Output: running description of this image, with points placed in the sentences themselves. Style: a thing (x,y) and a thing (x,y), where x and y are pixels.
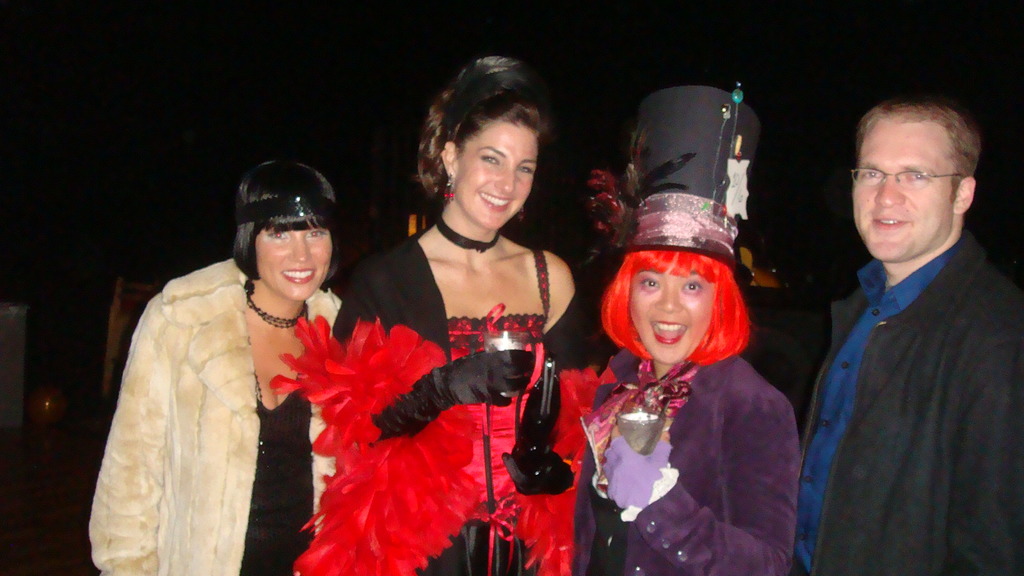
In this image we can see four people (537,346) standing and smiling. The people (346,391) standing in the center (514,348) are holding glasses (646,436).
